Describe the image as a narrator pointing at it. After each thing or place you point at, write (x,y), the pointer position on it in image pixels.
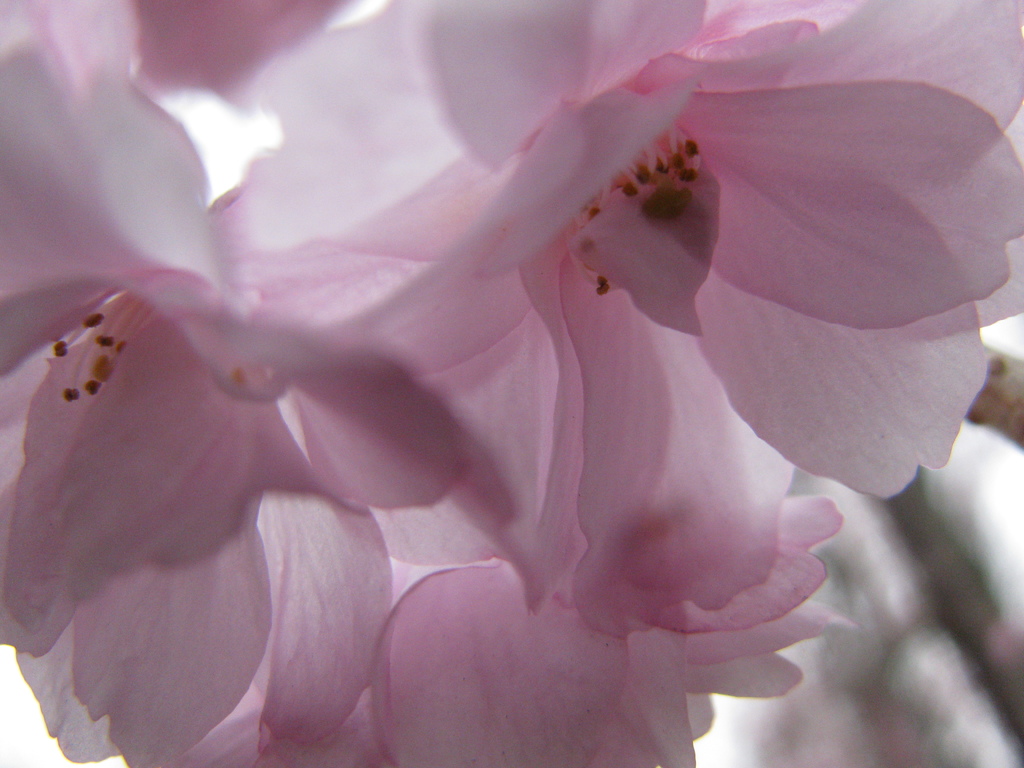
In this image in the foreground (766,469) there are many pink color flowers (407,187).
